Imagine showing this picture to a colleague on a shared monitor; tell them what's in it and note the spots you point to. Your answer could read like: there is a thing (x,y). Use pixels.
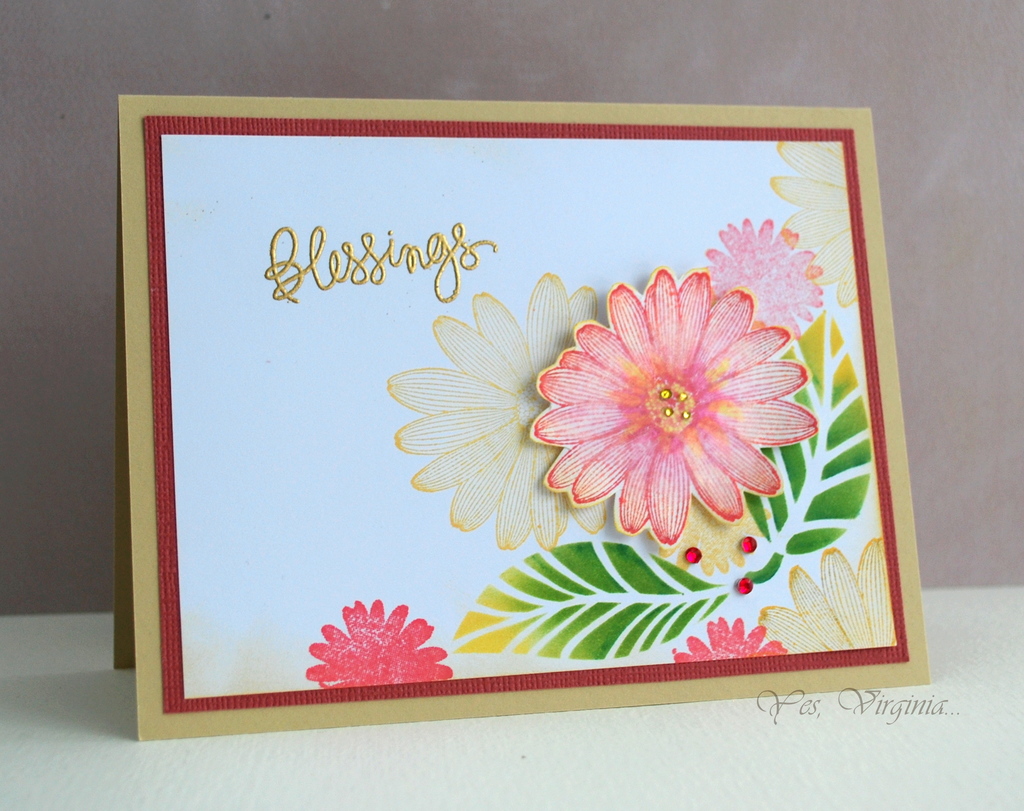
In the middle of this image (343,509), there is a greeting card (605,119) having paintings (820,233) of the flowers (805,190), a golden color text (474,259) on a white color surface (241,260) and a red color border (160,507). This greeting card (183,369) is placed on a surface (994,614). On the bottom right (941,712), there is a watermark (889,722). And the background (903,75) is gray in color.
